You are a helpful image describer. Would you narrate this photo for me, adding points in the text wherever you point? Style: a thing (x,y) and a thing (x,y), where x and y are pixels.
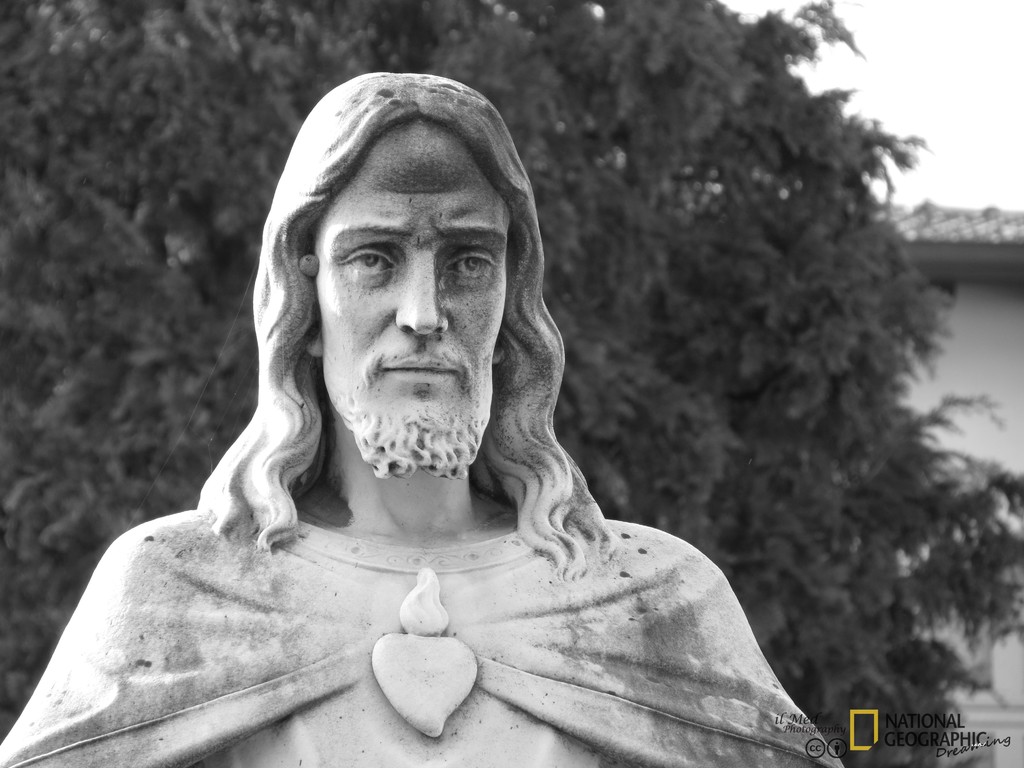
This image consists of a sculpture (550,657) made up of rock (263,457). In the background (384,46), there is a tree (844,379) and a house (934,374). At the top (925,77), there is a sky (931,79).
